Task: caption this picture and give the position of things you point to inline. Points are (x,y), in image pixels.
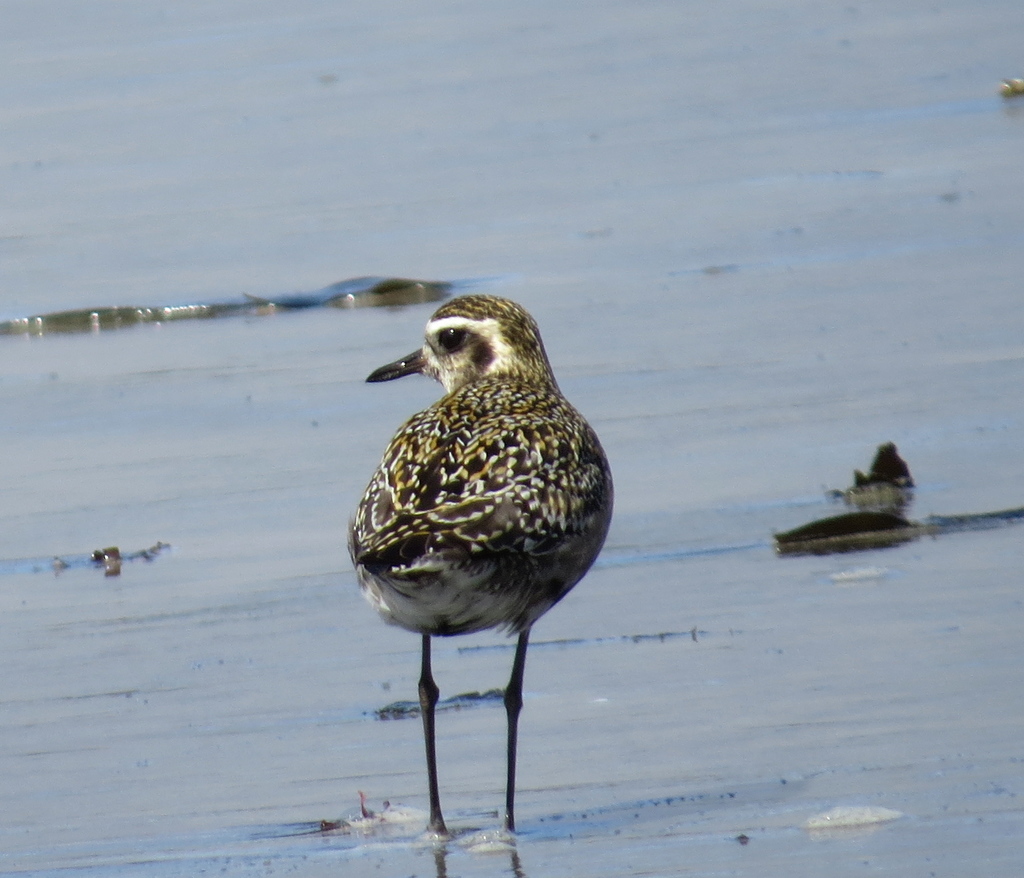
In this picture we can see a bird (365,569) in water (449,737).
